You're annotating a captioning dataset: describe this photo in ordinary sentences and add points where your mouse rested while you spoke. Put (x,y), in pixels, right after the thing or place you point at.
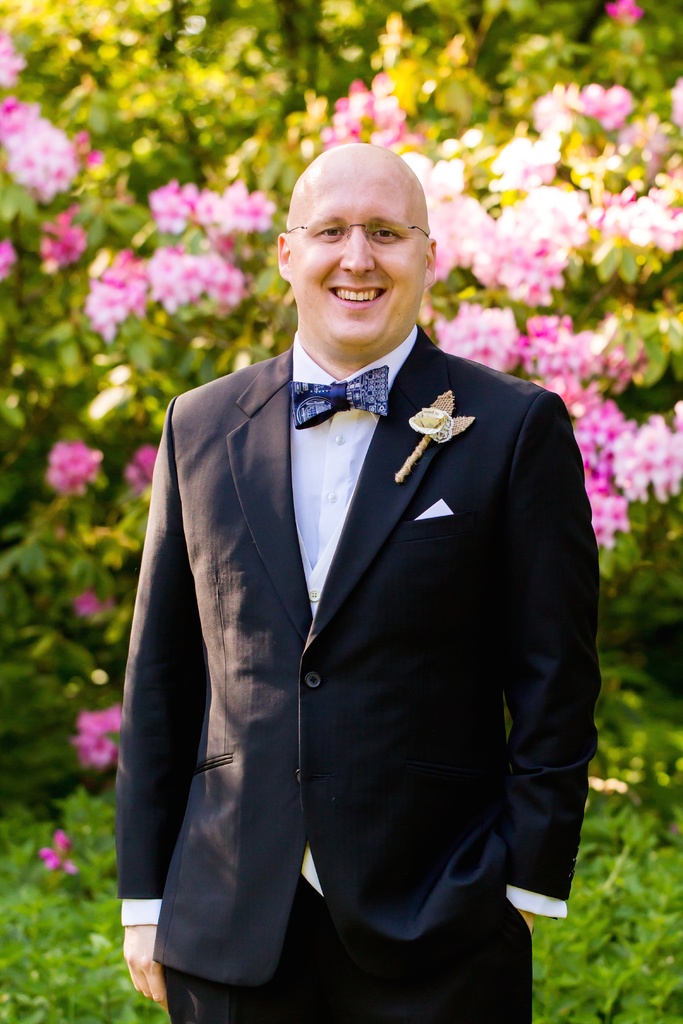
In the background (467,202) we can see the flowers (644,112), trees (497,67) and plants (159,320). In this picture we can see a man (503,861) wearing a blazer (496,621), spectacles (327,244) and he is smiling.
